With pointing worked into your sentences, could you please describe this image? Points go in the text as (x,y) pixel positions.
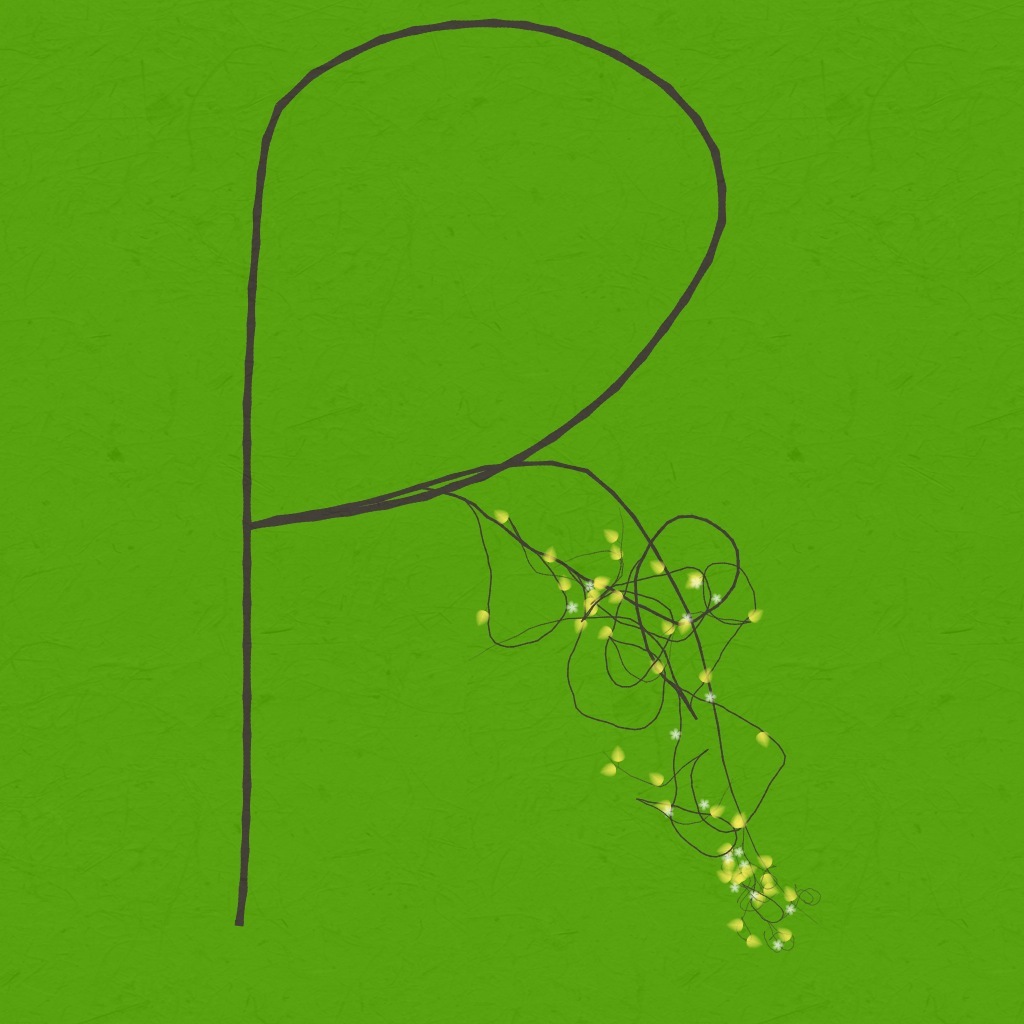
In this picture there is a green paper (255,880) and which small craft drawing (509,529) is done with the black sketch (453,476).
